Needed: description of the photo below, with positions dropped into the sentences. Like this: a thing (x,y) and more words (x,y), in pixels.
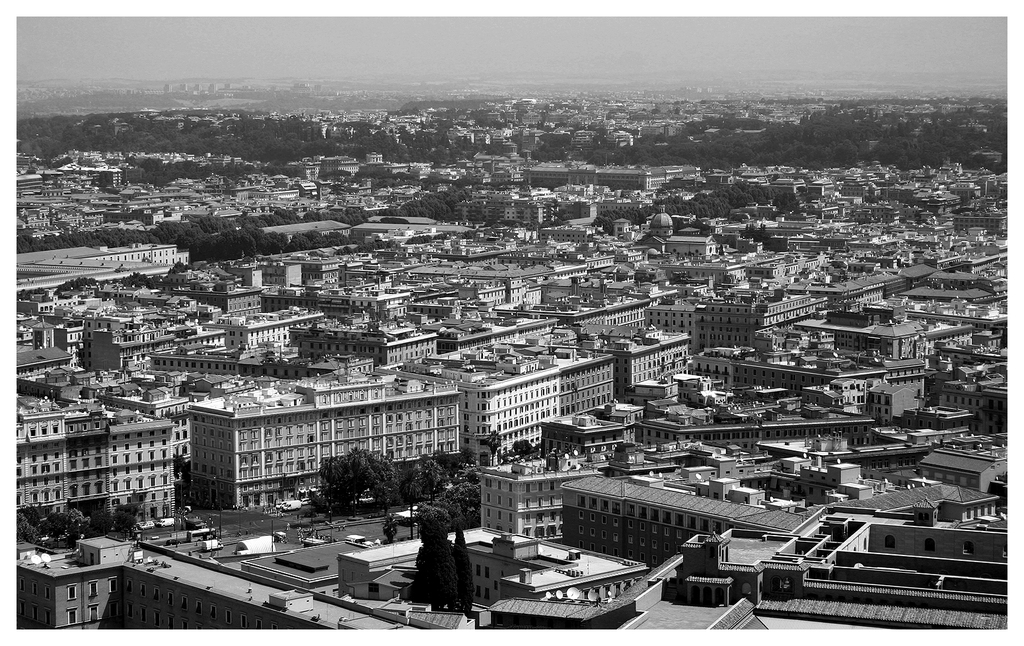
In this image I can see number of buildings (276,396) and number of trees (635,151). I can also see this image is black and white in colour and on the bottom left side of this image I can see number of poles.
